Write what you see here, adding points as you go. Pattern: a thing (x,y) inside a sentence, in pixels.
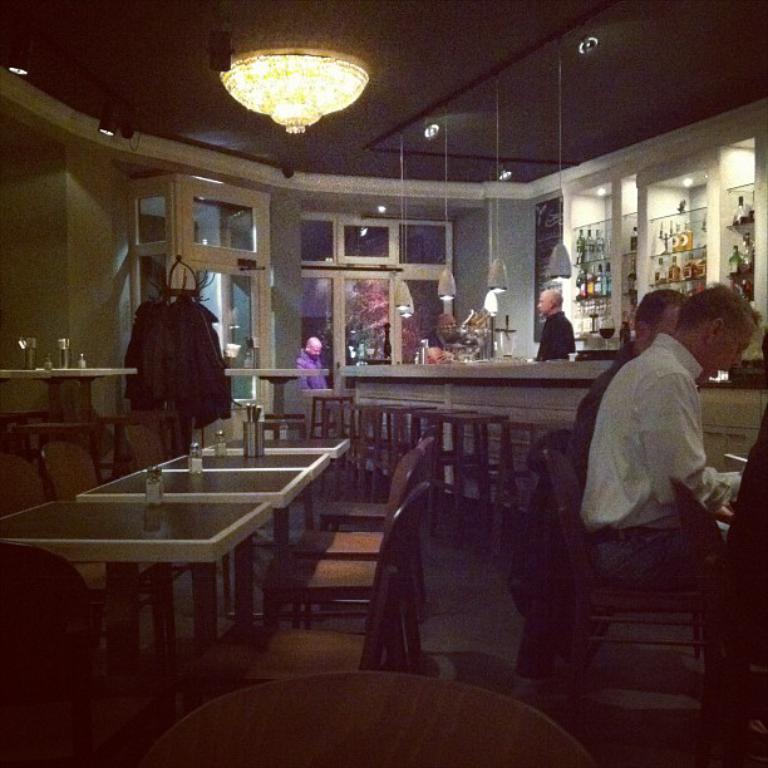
In this image I see 4 persons (586,413), in which 2 of them are sitting and 2 of them are standing and I can also see there are lot of chairs (421,486) and stools (360,426) and there are also tables (169,522) and few things (226,351) on it. In the background (405,304) I see rack (636,260) full of bottles (591,278) and lights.
